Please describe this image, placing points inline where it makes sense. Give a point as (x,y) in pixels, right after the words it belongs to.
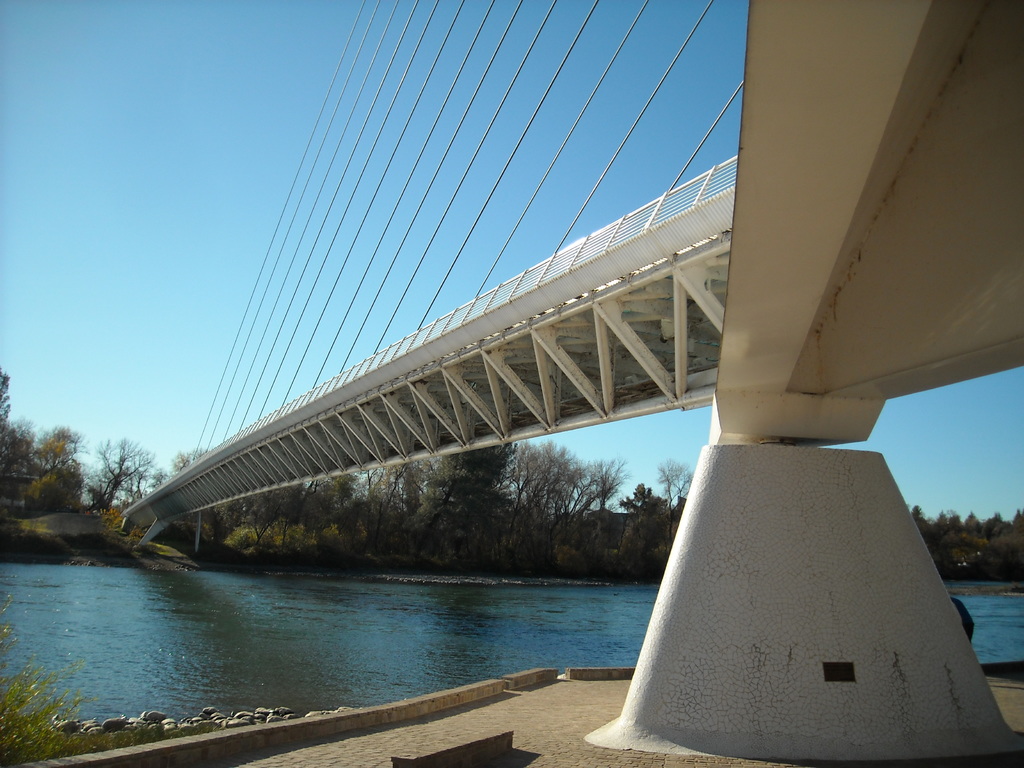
This picture shows a bridge (481,406) and we see water (106,597) and few trees (555,522) and a blue sky (978,495).
